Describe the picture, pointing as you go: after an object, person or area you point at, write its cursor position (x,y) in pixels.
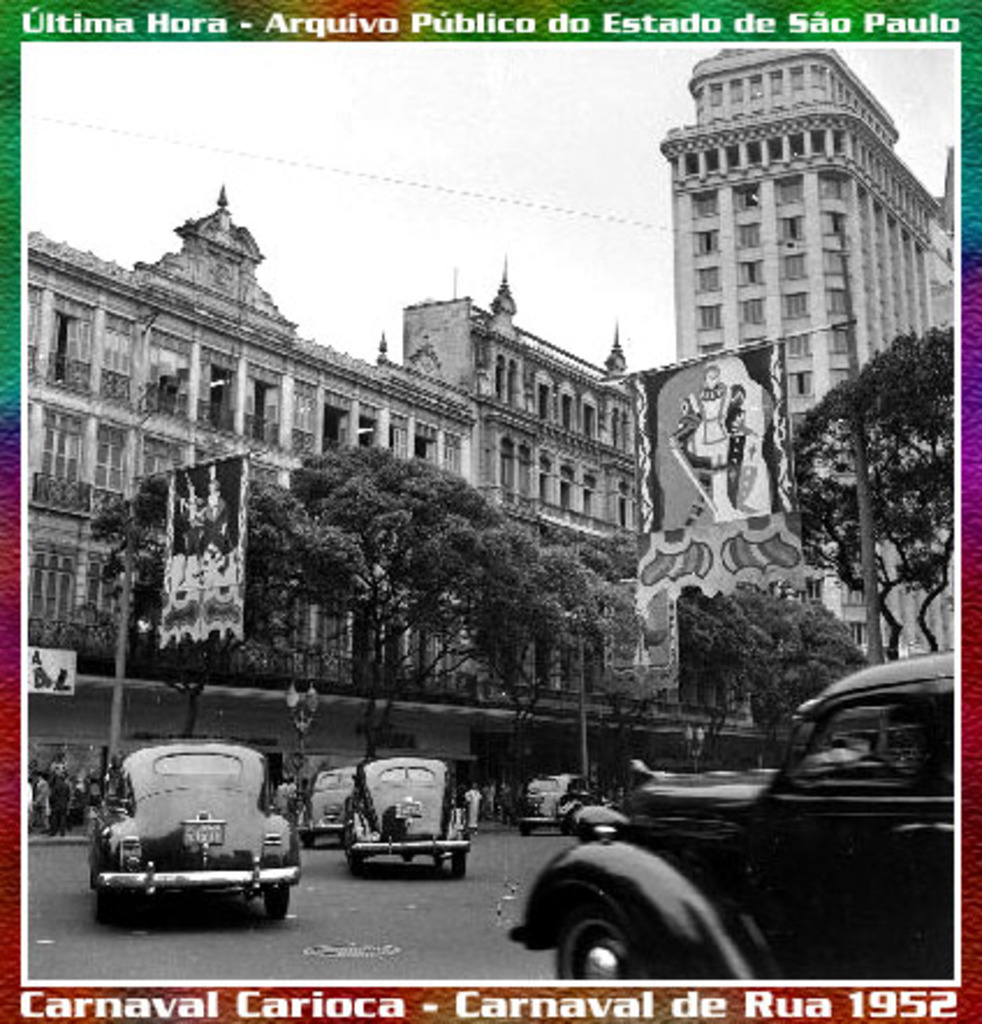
This is a black and white image. In this image we can see buildings (43,334), trees (247,582), poles (582,694), cars (265,864) and persons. In the background (578,347) there is sky (497,136). At the top (407,11) and bottom of the image (144,1014) we can see text (290,21).
